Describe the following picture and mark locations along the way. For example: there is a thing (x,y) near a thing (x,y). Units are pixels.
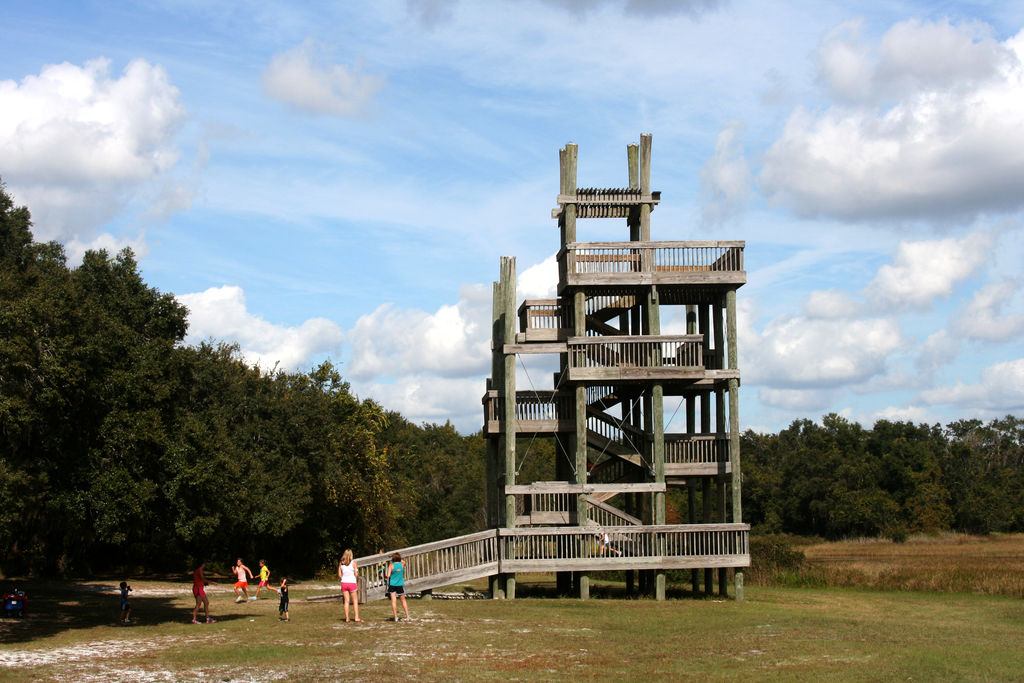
In this picture we can see building (722,465), few people (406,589) are on the grass (441,647), around we can see trees (260,434) and grass (350,642).
